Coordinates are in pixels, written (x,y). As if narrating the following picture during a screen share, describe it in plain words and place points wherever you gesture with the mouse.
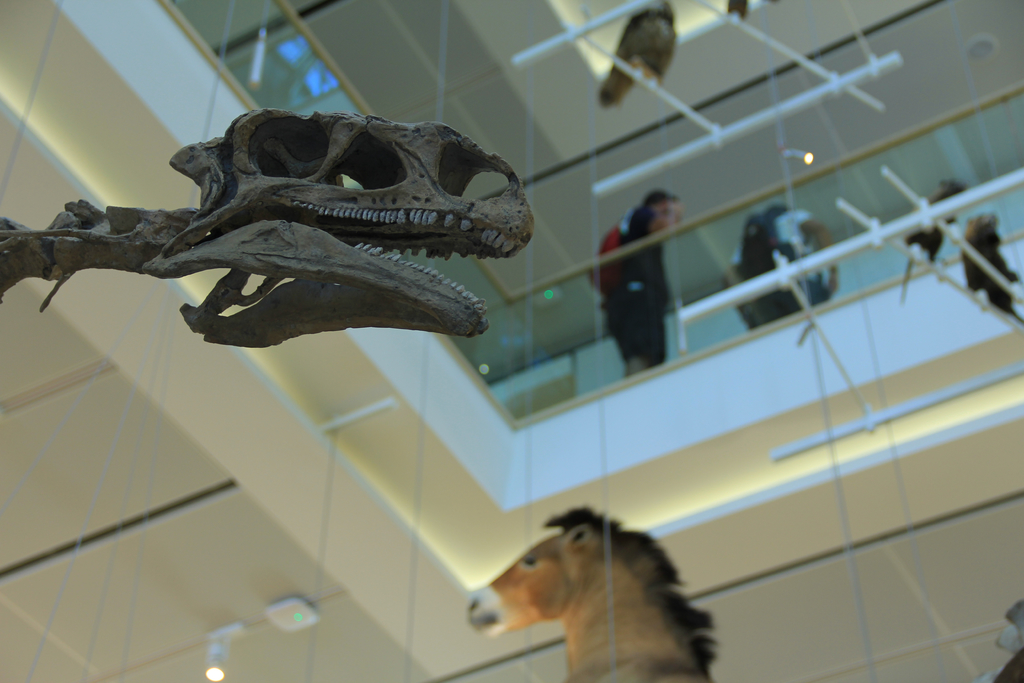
This picture shows an inner view of a museum (246,502). Two persons (612,286) are standing one, two. The first person (649,254) wears the red color bag (614,260) and second person (761,240) wears a black color bag (761,252). Some threads (440,92) are hanging. Some birds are there. One horse toy (616,612) is there, one animal body (196,248) is there. One light (218,650) is there on the ceiling (213,620).
